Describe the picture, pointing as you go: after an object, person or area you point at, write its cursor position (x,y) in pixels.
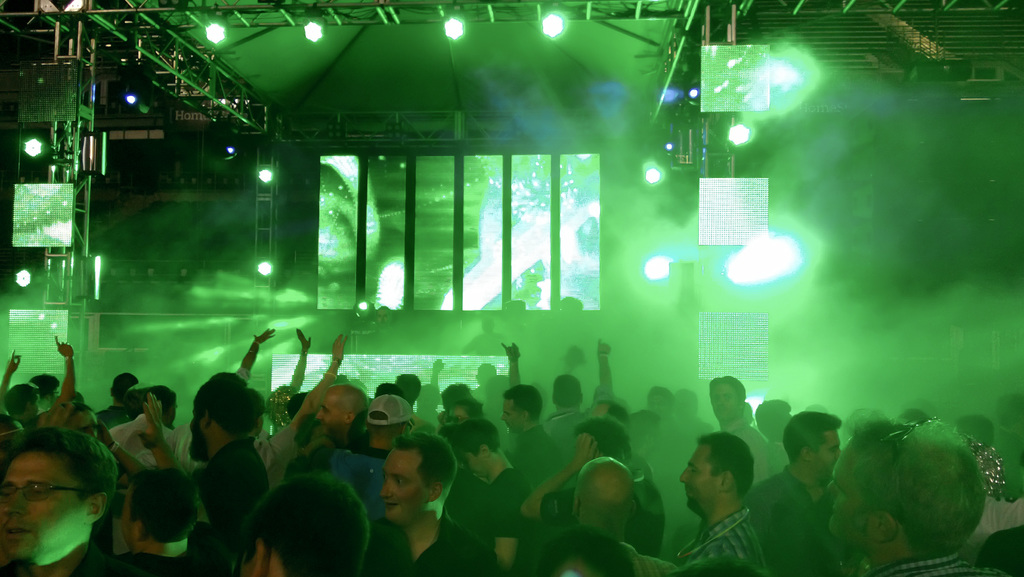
In the center of the image (491,341) we can see a few people (254,553) are standing and few people (548,441) are dancing. In the background (123,228) there is a wall (239,135), roof (175,17), lights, pole type structures (84,8) and a few other objects (311,376).
